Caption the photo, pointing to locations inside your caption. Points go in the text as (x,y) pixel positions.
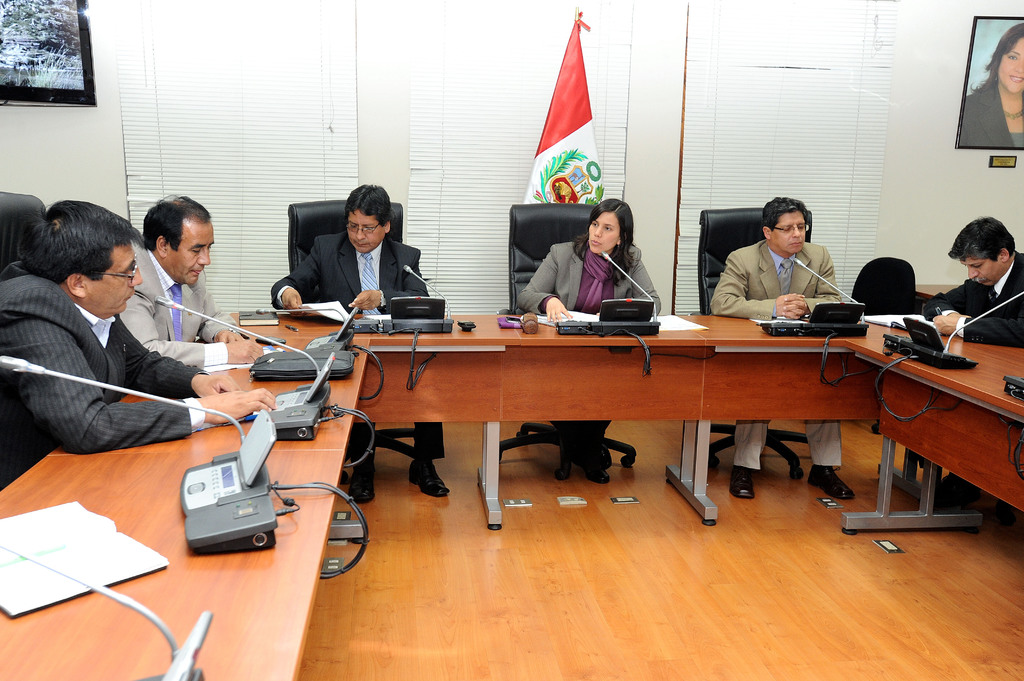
In this image I see 5 men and a woman (588,236) who are sitting on chairs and I see this 5 men (16,295) are wearing suits (821,269) and I can also see there are tables (957,379) in front of them, on which they are microphones (968,362), papers (688,324) and other things (598,328). In the background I see the flag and a photo frame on the wall (929,147) and a TV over here.
